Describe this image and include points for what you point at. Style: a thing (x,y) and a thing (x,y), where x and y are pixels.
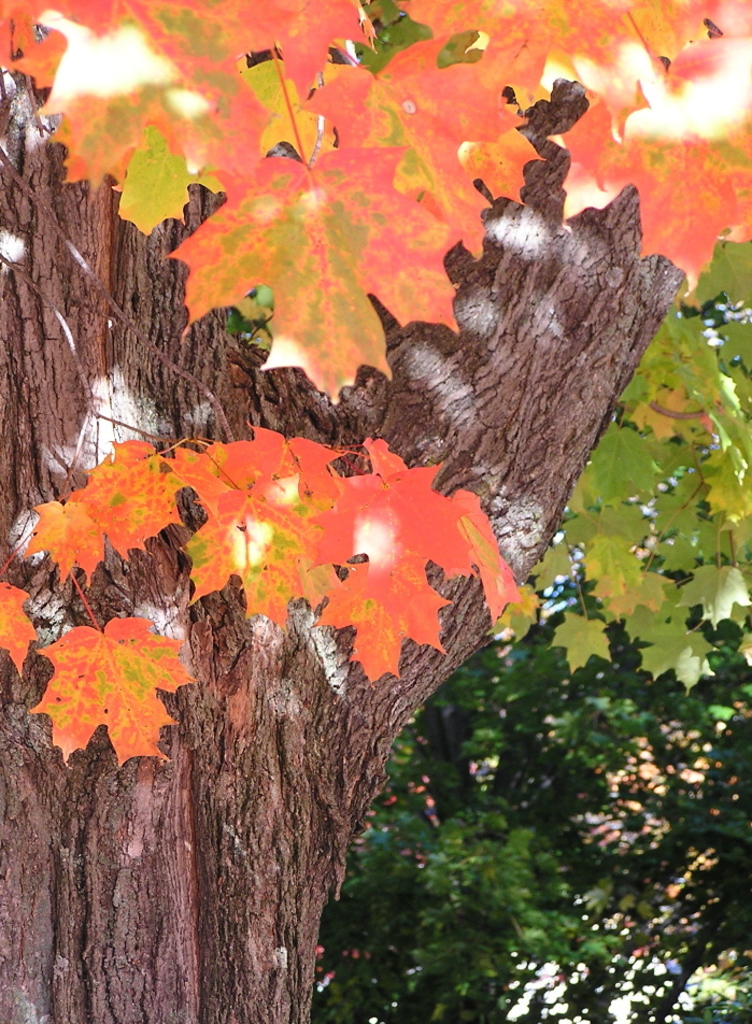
In this image there is a tree trunk (258,795) towards the left of the image (245,709), there are trees (683,516) towards the right of the image (601,531), there are leaves (400,143) towards the top of the image (410,151), there is a leaf (22,633) towards the left of the image (12,639).
